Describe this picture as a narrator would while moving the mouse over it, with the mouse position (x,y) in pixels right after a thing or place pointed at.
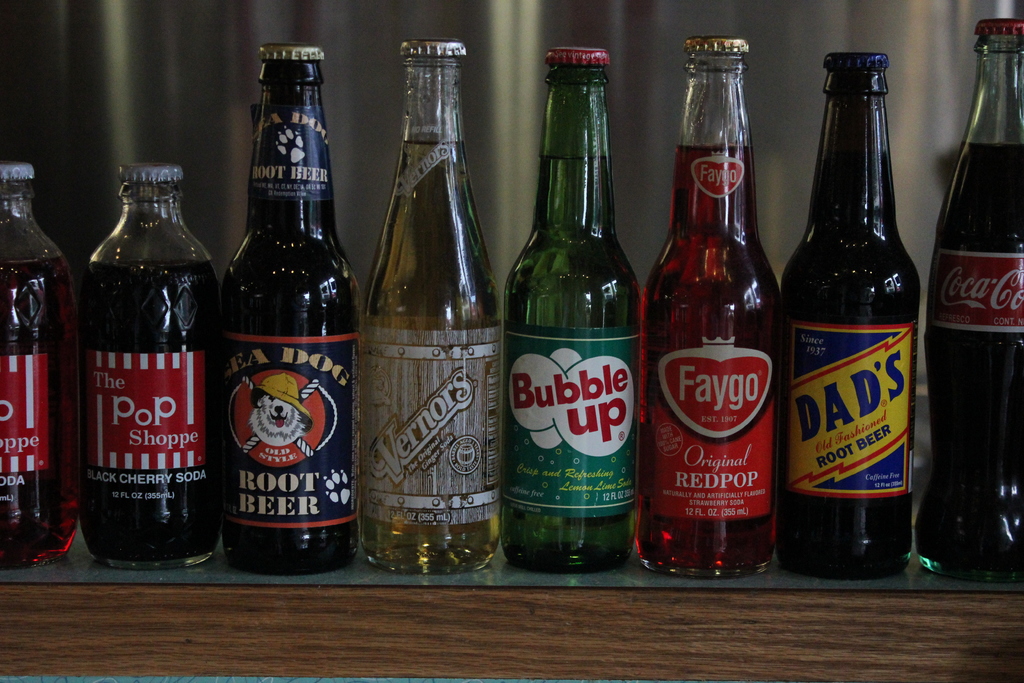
In the image there are few bottles (974,311) on the table (99,641).
